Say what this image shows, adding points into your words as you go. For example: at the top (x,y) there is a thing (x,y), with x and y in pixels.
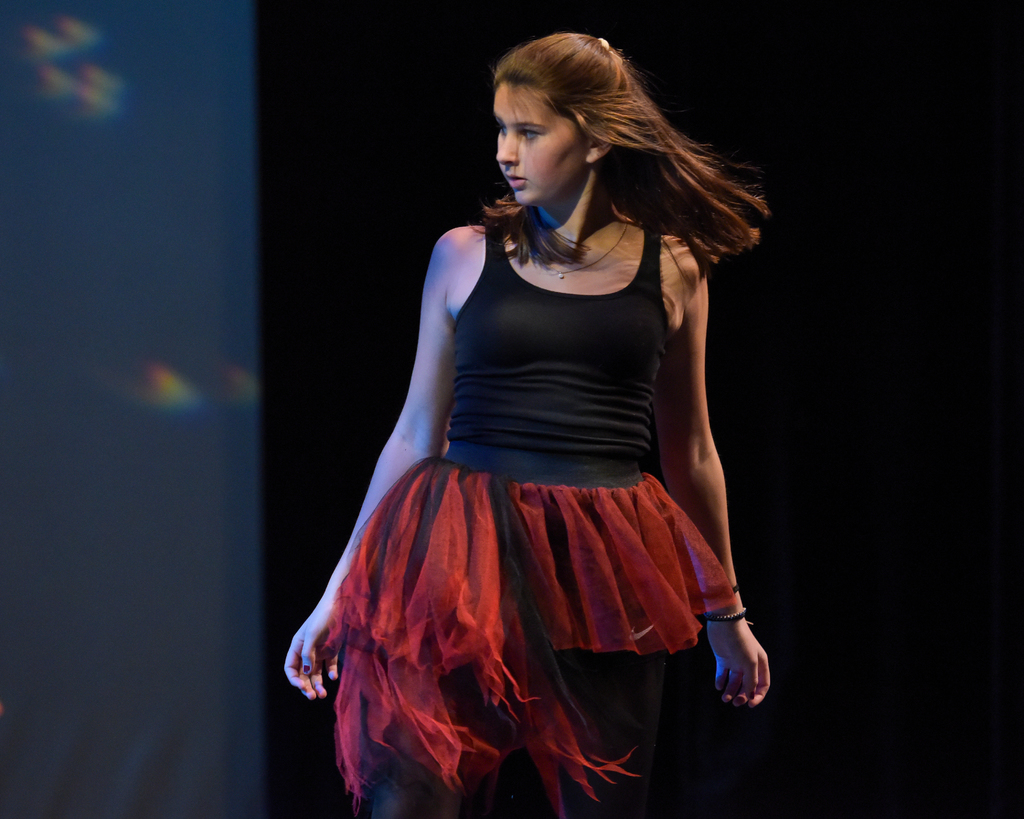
In this image I can see a woman (505,219). The background (398,267) is black in color.
